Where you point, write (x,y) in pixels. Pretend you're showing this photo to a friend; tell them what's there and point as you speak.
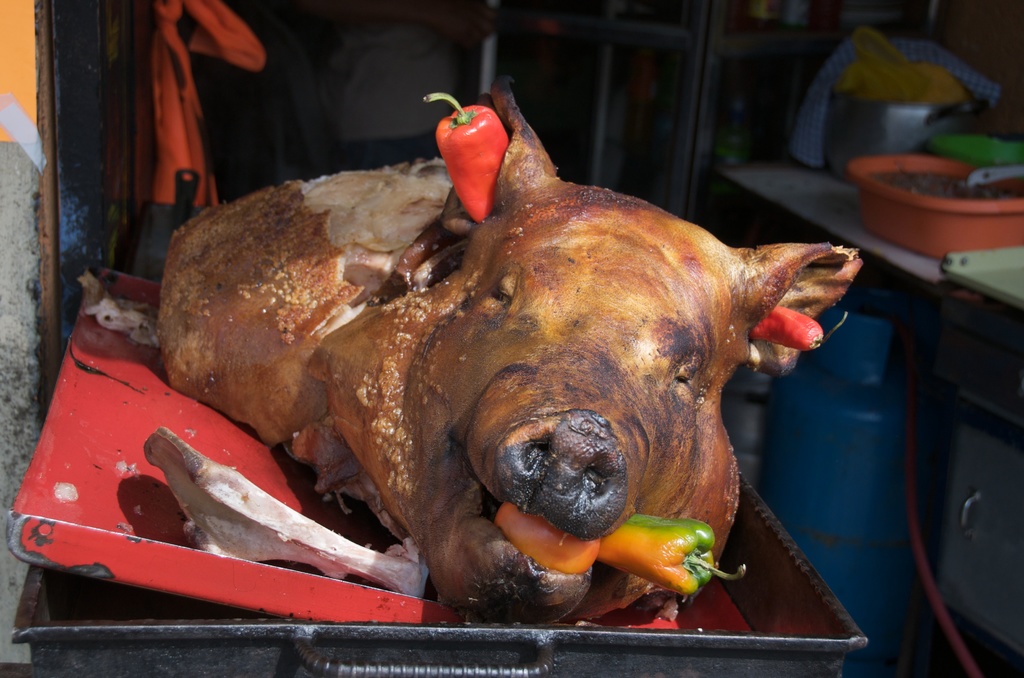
In this picture we observe cooked pig (474,284) kept on top of a tray (142,449) and there are red and yellow bell peppers (621,550) on it.
